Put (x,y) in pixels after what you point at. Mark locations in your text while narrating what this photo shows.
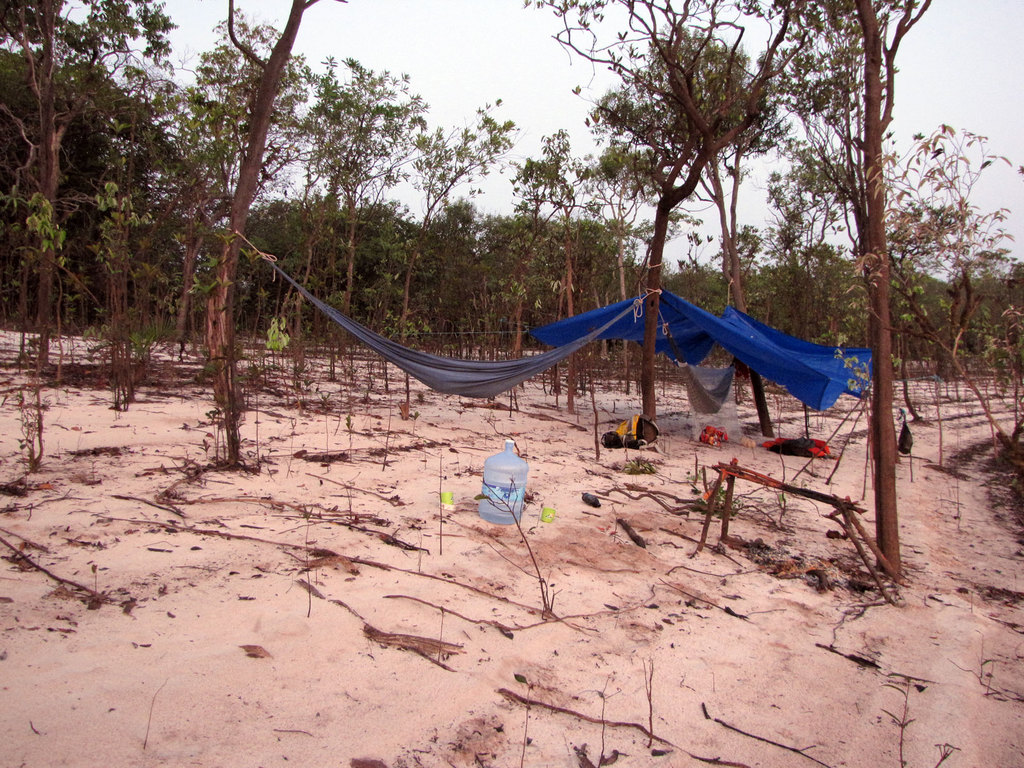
In the image we can see there is a water dispenser bottle (512,497) kept on the ground (562,588) and there is sand (380,570) on the ground (415,473). There is a tent (606,331) which is attached with a rope (251,243) to the trees (775,242) and there are bags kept on the ground (936,492). There are lot of trees (802,285) and the sky (706,229) is clear.
